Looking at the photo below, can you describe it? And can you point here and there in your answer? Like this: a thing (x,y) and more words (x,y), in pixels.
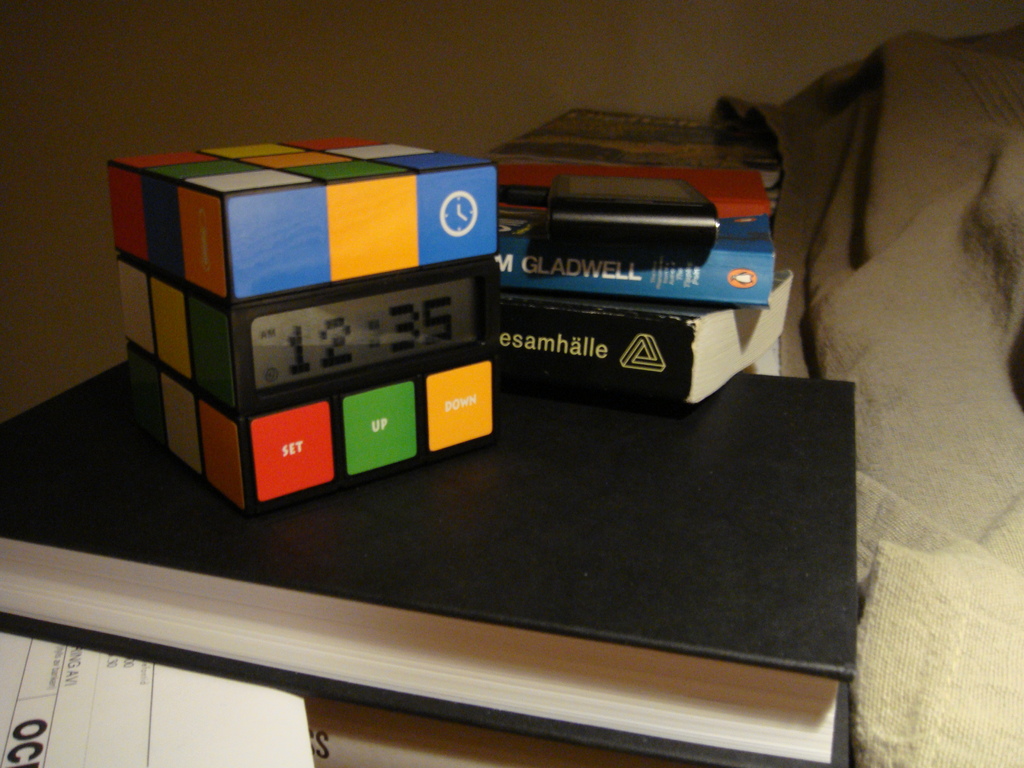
This picture is clicked inside the room (556,419). In this picture, we see books (607,406), paper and a Rubik's cube (461,369). Behind that, we see a wall (264,85) in white color. On the right side of the picture (898,383), we see a grey color sheet (909,315).
